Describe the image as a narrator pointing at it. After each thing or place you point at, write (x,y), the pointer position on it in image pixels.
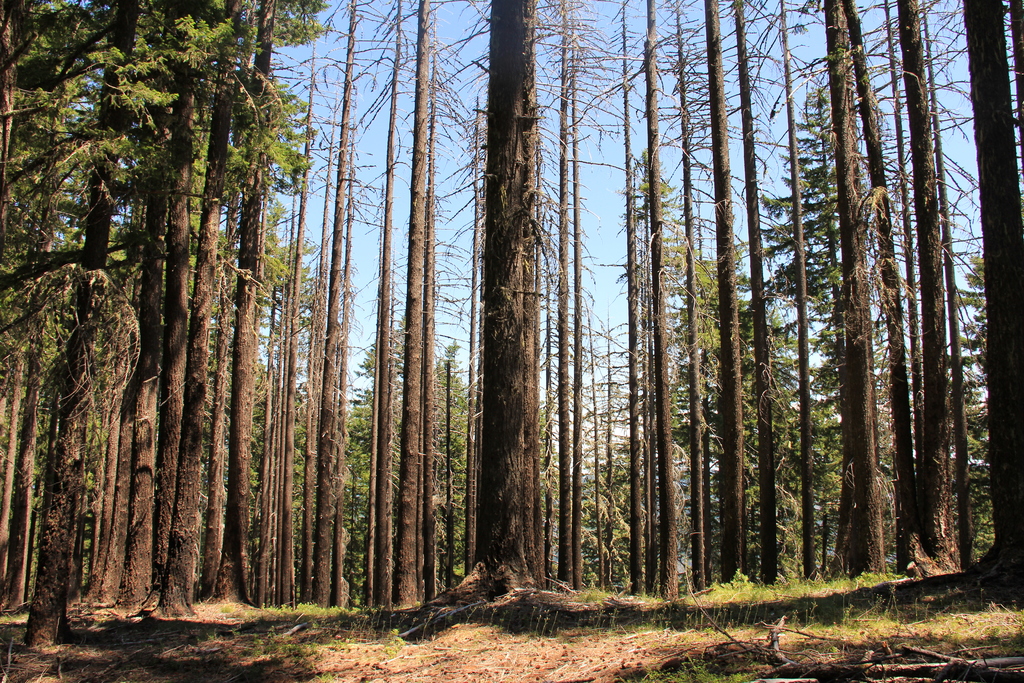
In this image there are some trees (483,376) and at the bottom (394,647) there is grass (925,626), at the top (587,20) there is sky (606,115).
